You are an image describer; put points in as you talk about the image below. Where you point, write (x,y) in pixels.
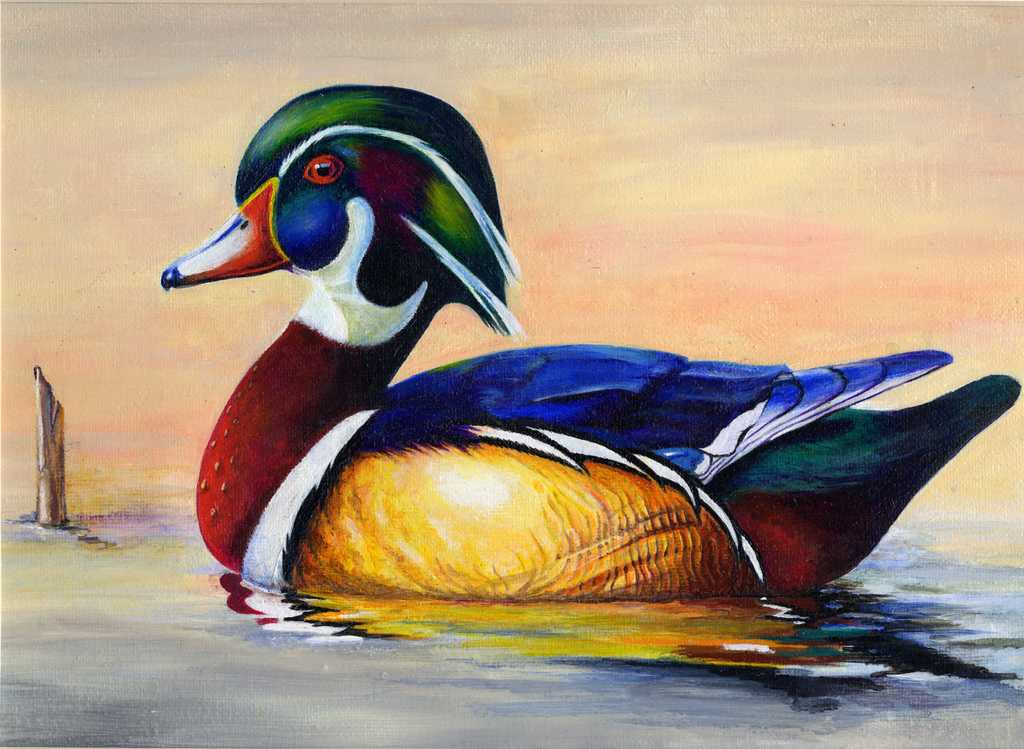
This is a painting of a duck (456,429) in the water (818,642).
